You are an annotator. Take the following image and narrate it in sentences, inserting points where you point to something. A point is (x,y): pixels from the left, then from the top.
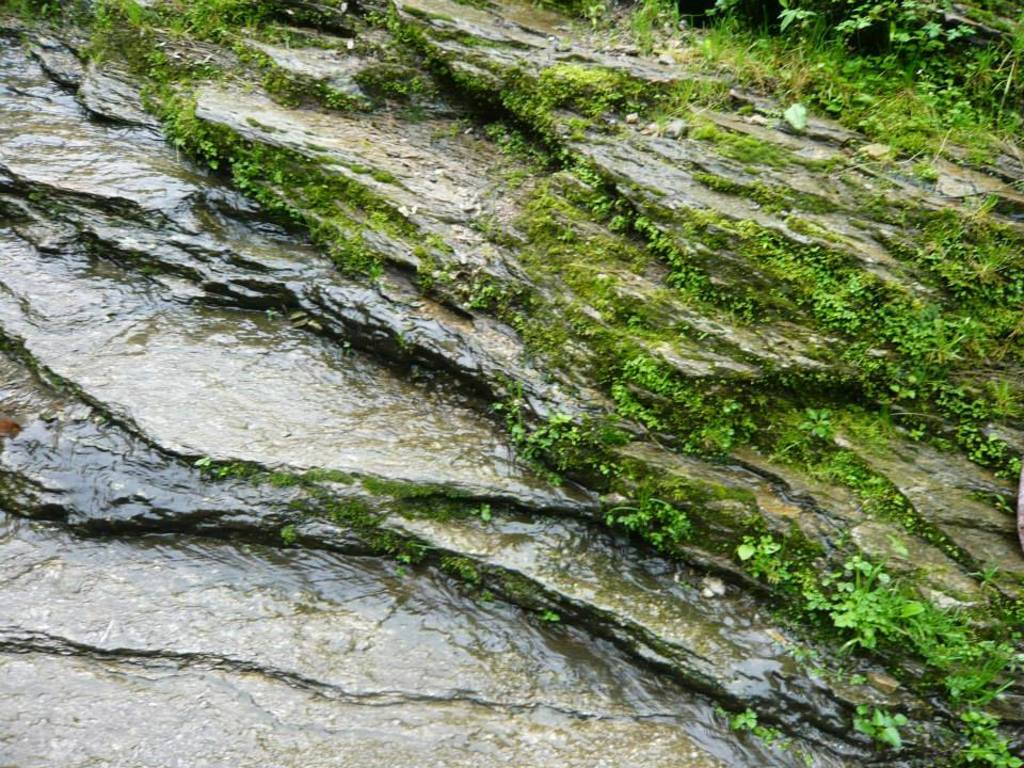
In this image there is a rock (849,699) with water (58,463) at the bottom (20,642). There are small plants (738,287) and green grass (939,211) in the right corner (919,138).
